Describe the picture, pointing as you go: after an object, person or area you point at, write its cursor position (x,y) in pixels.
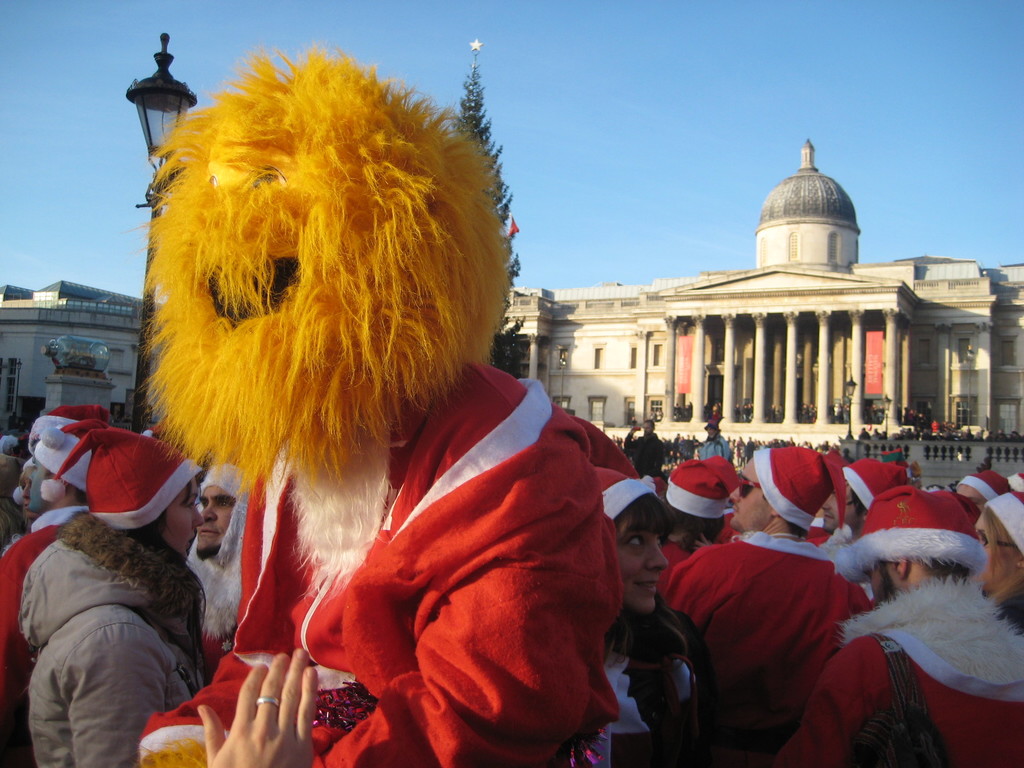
In this picture we can see a person (275,388) wearing a Santa costume (377,573) with a yellow furry mask (280,228). The other people (851,588) are wearing Santa costume (725,491) and standing before a building (731,421).
